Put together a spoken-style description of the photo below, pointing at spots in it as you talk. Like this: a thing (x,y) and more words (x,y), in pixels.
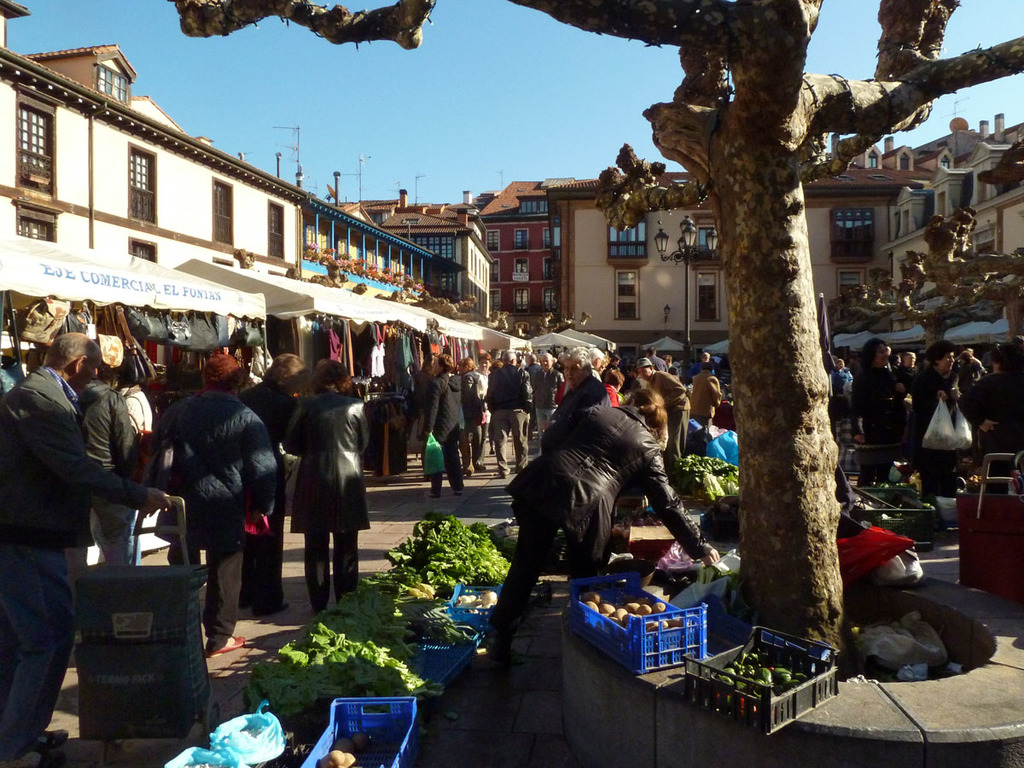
In this image there are buildings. There is a huge crowd of people (328,590). There are a variety of vegetables (337,694). There are electric poles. There is a tree (800,231). There is a sky (538,34).
